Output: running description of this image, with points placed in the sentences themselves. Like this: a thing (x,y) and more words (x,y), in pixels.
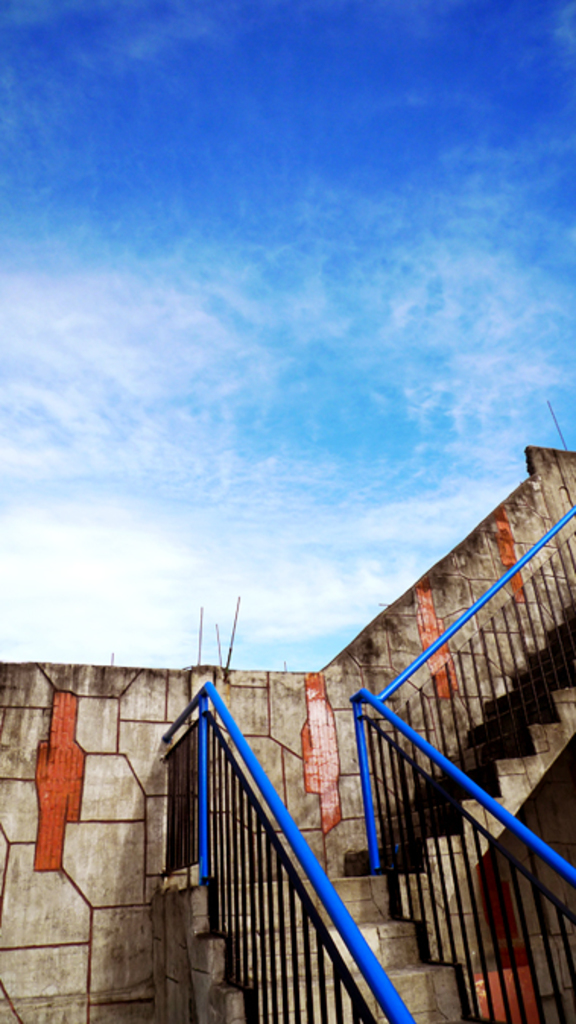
In the foreground of this image (381,889), there are stairs (398,933), railing (368,752) and the wall (101,818). On the top (303,49), there is the sky (180,275) and the cloud (140,292).
